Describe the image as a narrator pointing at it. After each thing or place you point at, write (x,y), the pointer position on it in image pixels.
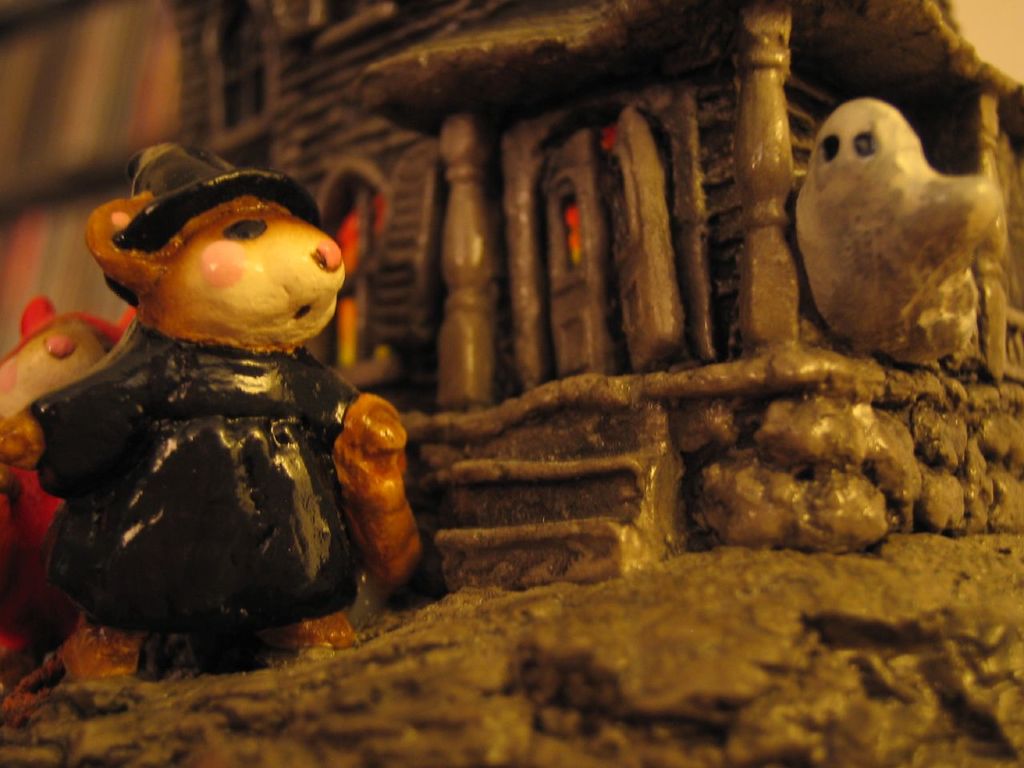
In this image I can see sculptures (318,454) of animals (299,498), ghost (928,331), building (759,377), doors (603,306), pillars (482,279) and stones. This image looks like an edited photo.
